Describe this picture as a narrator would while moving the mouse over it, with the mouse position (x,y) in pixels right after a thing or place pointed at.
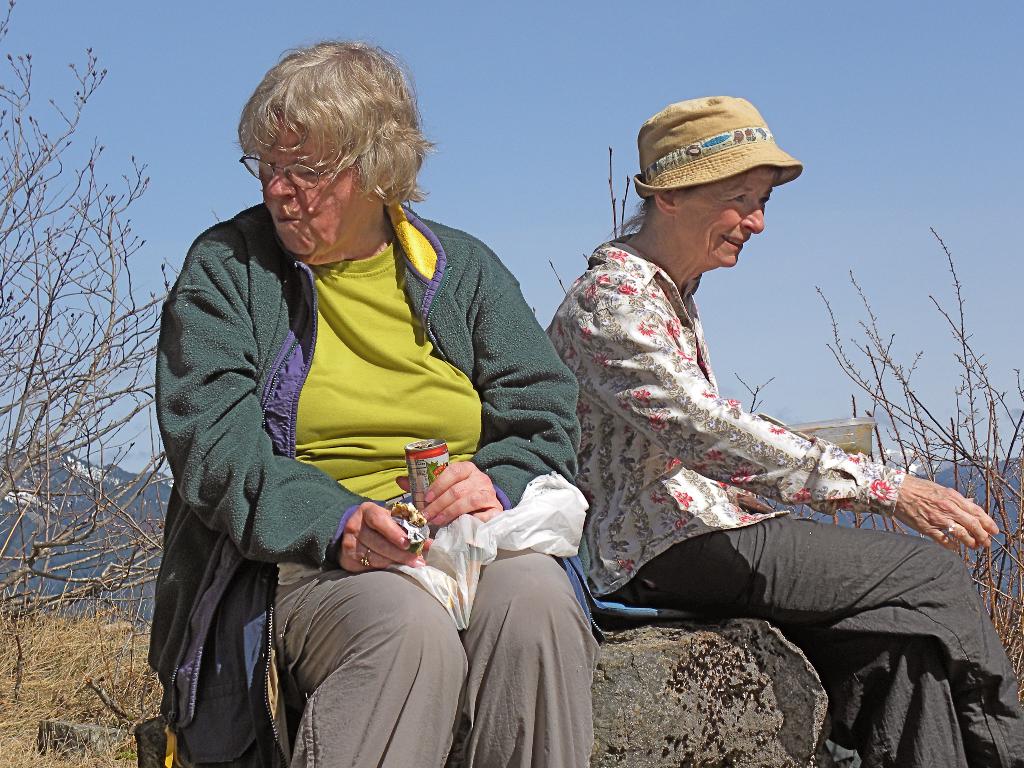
In the foreground of this image (651,577), there are two women (677,514) sitting on the rock (749,727) and a woman (491,500) is holding a tin (437,455), food item (416,522) and the cover (472,554). In the background (97,359), there are trees (918,450) without leaves, mountains (163,486) and the sky (191,66).
